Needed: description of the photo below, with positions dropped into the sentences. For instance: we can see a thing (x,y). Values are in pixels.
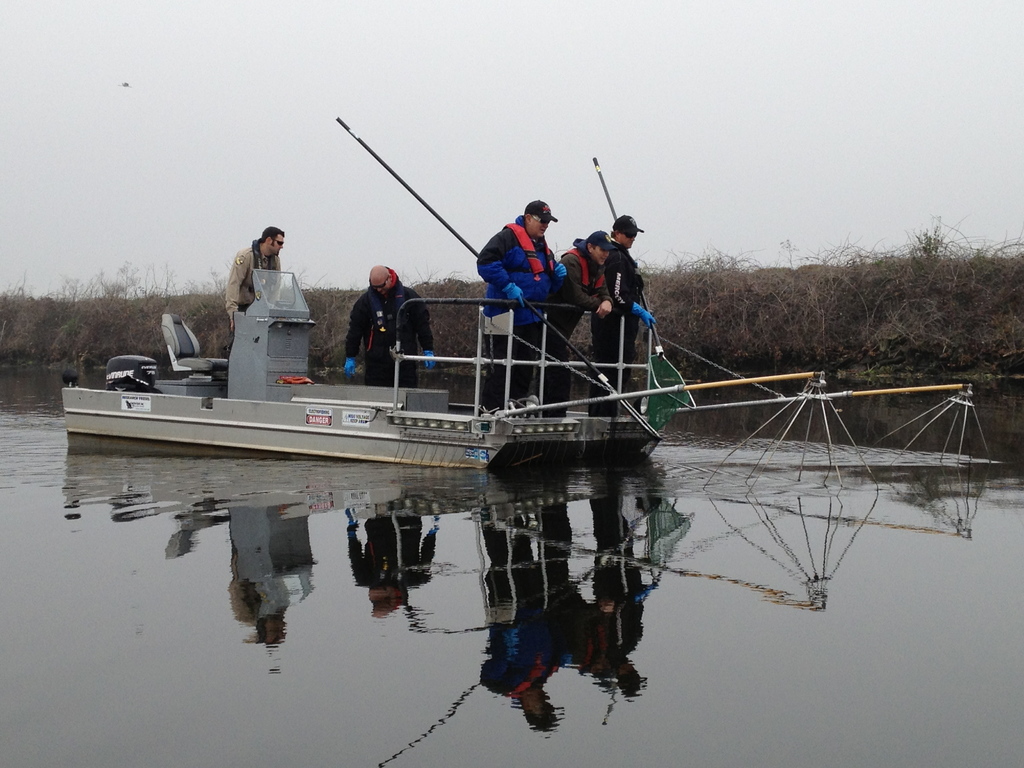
This image consists of five persons (554,340) in a boat (287,405). At the bottom (530,667), there is water (511,661). In the background (763,349), there are plants (53,306). At the top (589,111), there is a sky (468,120).
